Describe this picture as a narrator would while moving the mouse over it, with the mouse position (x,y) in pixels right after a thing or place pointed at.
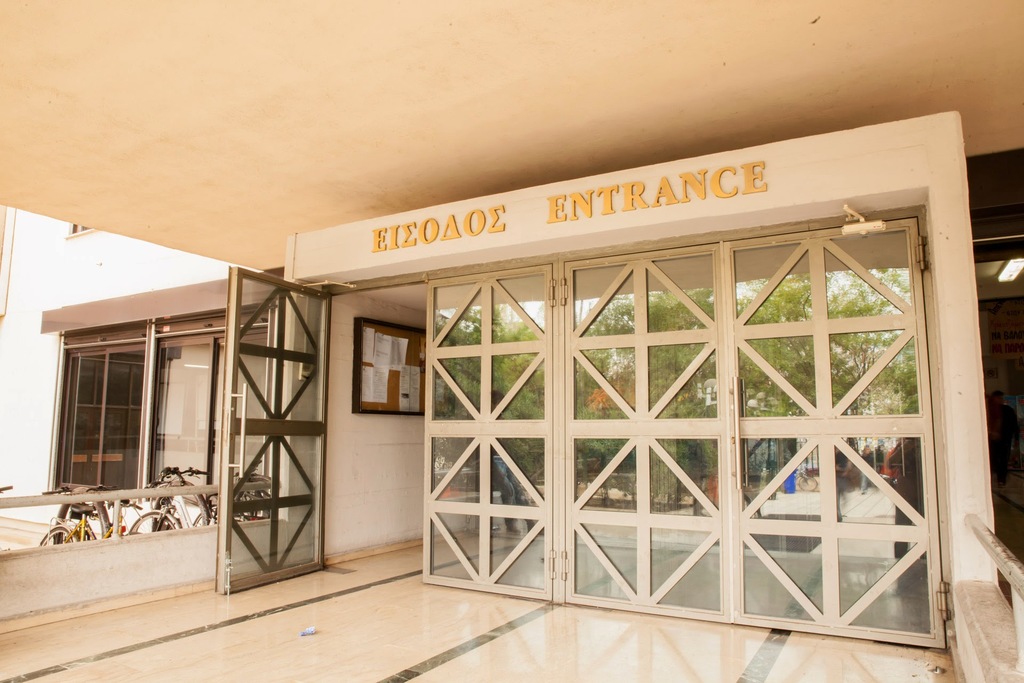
In this image, we can see a building (27,69) and there are doors (305,480), bicycles (169,471), rods (105,498) and we can see some papers (378,361) and a board (376,405) on the wall (371,514) and there is a light (1010,273). At the bottom (469,637), there is a floor (407,598).
